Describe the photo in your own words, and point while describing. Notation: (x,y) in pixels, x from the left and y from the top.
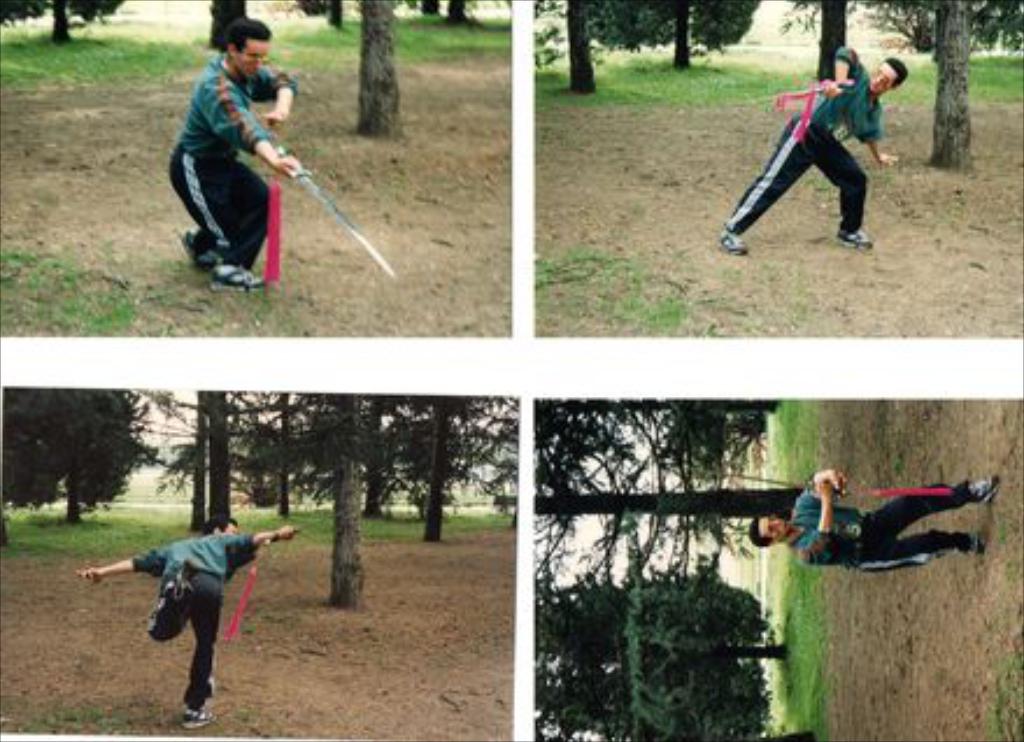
There are four images of a person (962,550) who is holding a sword (307,176) with a hand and doing practice on the ground (803,285). In the background (818,640), there are trees (365,402) and grass (130,525) on the ground (130,525).
